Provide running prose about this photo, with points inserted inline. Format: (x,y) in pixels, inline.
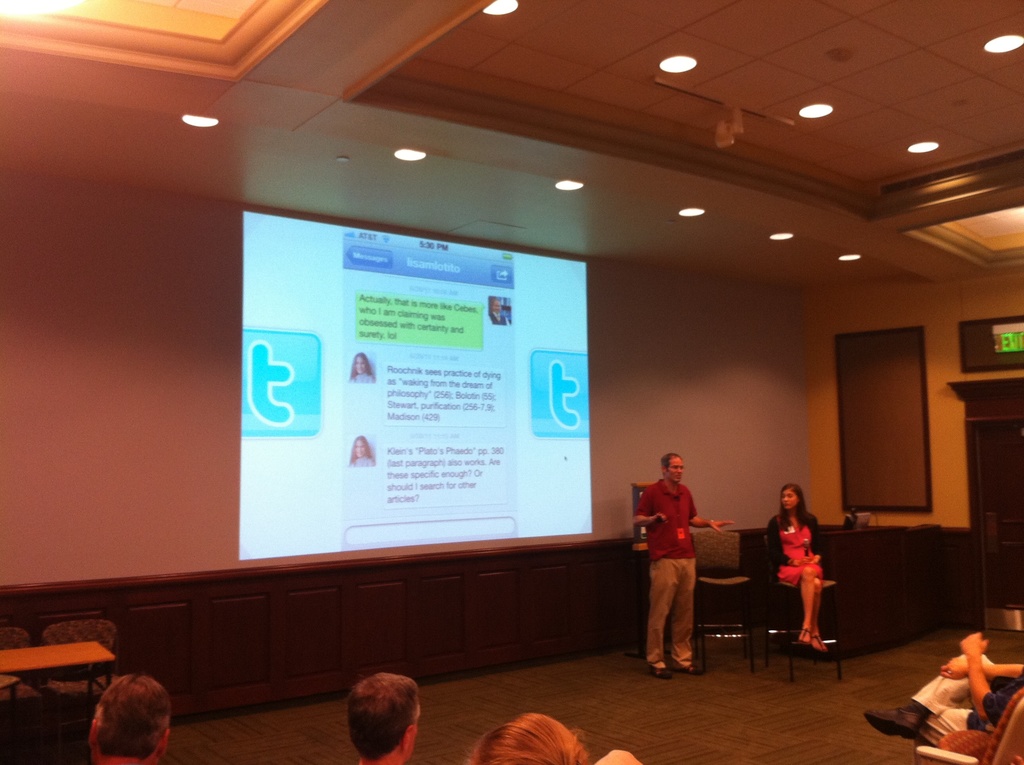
In this image, we can see people (692,563) and some are sitting on the chairs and we can see a person (658,559) standing and holding a mic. In the background (77,651), there is a table (58,649) and we can see some other chairs (68,634), a board (852,429) on the wall (768,402) and a screen (418,342) and we can see lights (556,185). At the top (448,74), there is a roof (558,80) and at the bottom (588,672), there is a floor (693,721).
